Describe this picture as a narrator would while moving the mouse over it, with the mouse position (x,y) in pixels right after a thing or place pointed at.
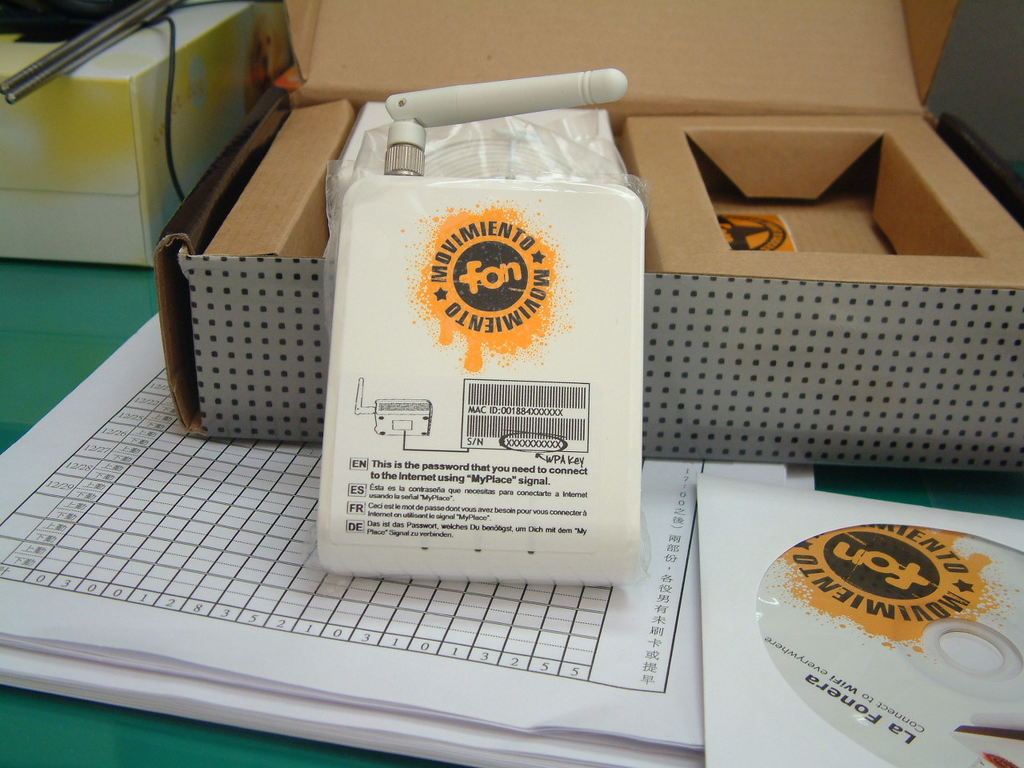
This picture shows box (166,331) and a router (404,362) and we see a disc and few papers (159,606) and another box (47,242) on the table (302,762).
